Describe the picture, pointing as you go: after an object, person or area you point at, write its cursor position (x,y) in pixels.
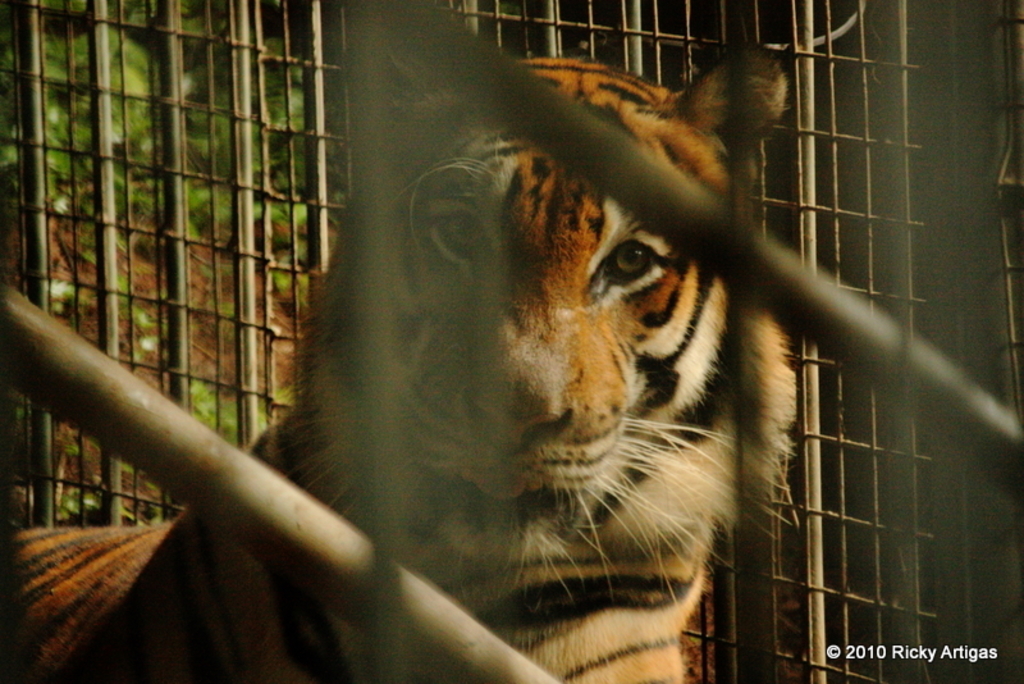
In the image i can see a animal (645,148) and behind that i can see a cage (245,14) and trees (223,207).
